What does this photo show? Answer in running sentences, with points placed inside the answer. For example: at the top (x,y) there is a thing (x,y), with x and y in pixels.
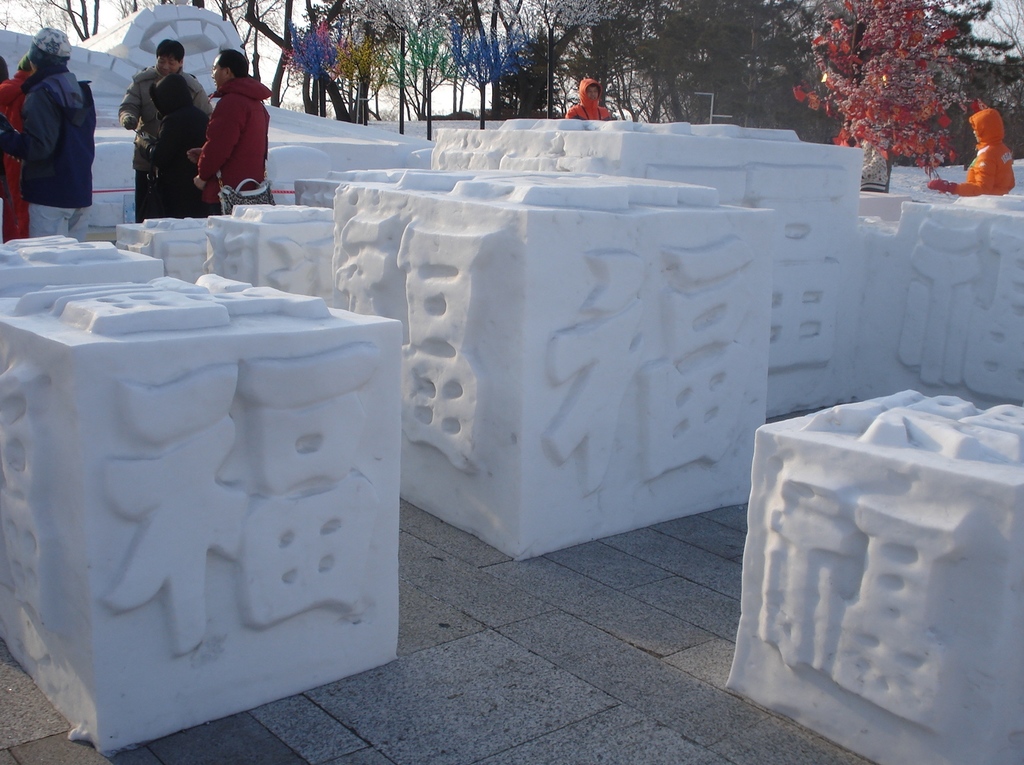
In this image we can see blocks (310,316) made with snow (983,300). In the background (987,132) there are people (182,185) standing and there are trees (704,74).
